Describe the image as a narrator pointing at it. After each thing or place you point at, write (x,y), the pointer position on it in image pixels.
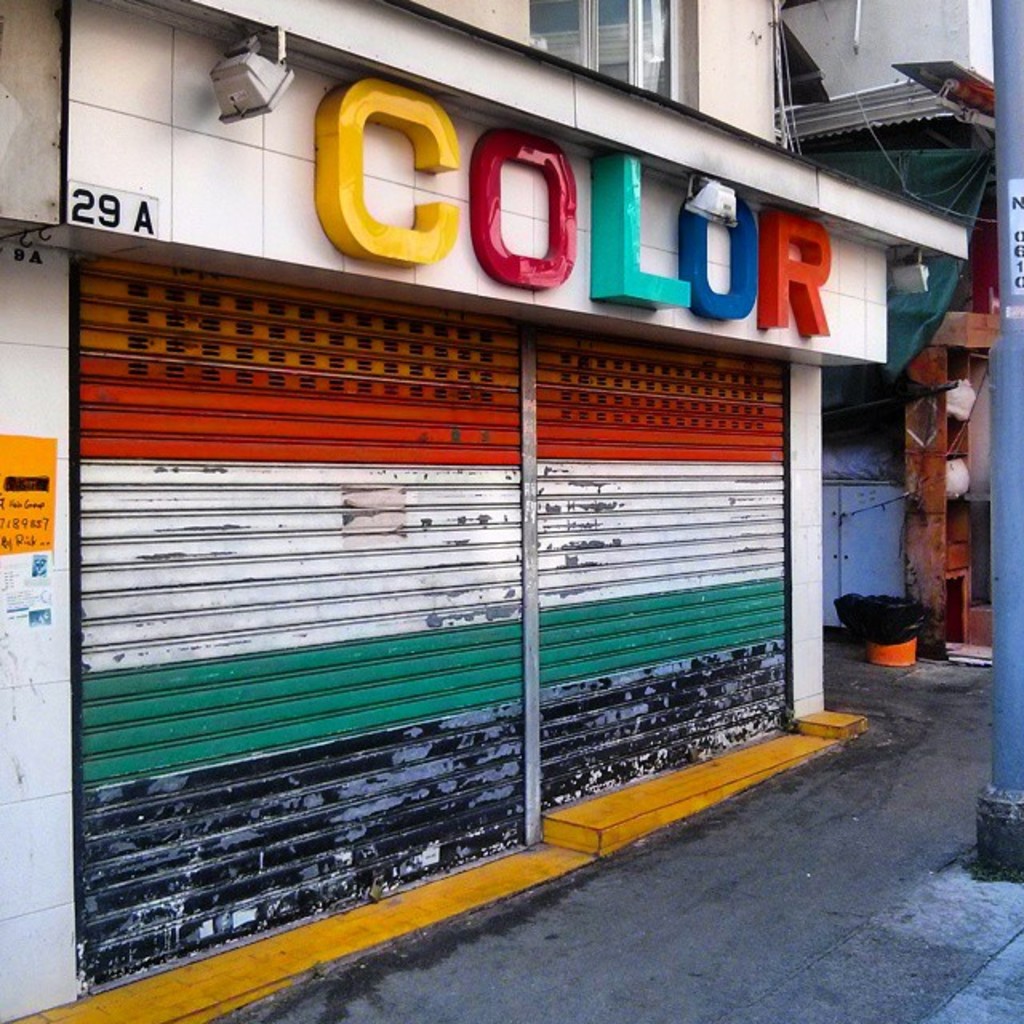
As we can see in the image there are buildings (141,85) and rolling shutter (198,462).
